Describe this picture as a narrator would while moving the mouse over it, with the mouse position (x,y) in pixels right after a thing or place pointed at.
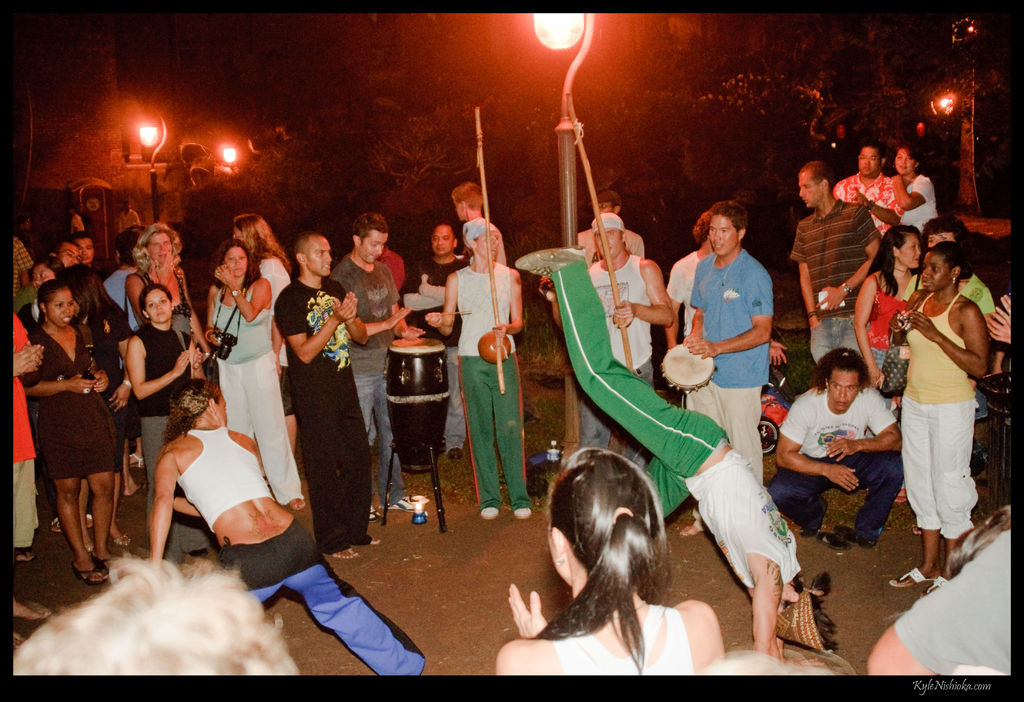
In this picture, we can see a few people (693,534), and a few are playing musical instruments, and we can see the ground (452,577), poles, lights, trees (530,166).
